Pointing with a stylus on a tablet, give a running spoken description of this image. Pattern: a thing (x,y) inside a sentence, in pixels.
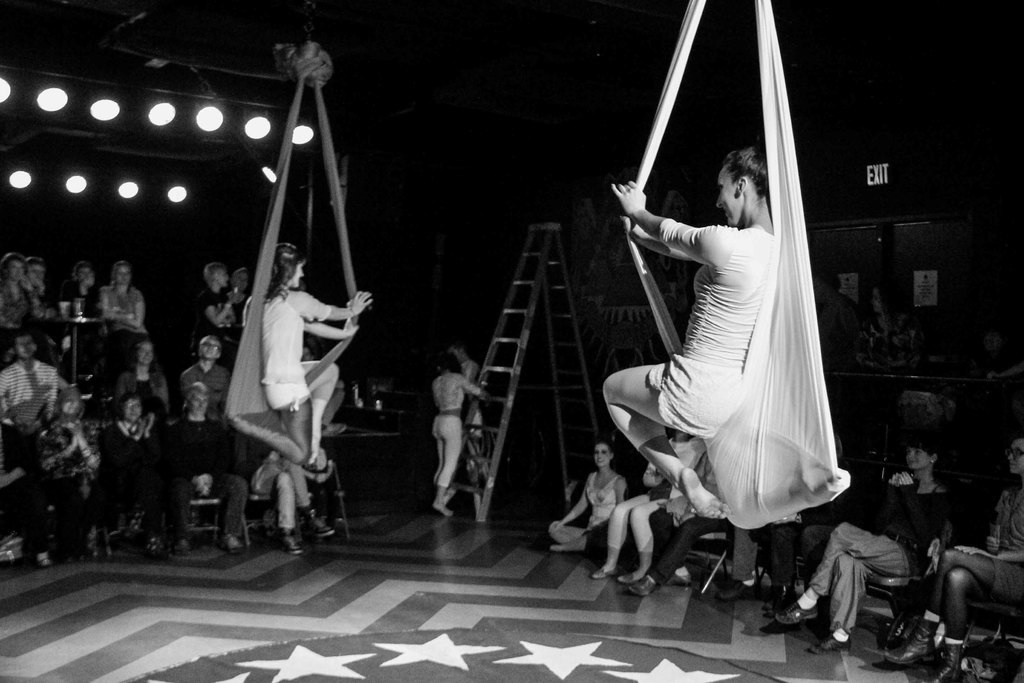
In this picture we can see two (301,442) are hanging with the cloth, beside we can see so many people (65,439) are sitting and watching.
